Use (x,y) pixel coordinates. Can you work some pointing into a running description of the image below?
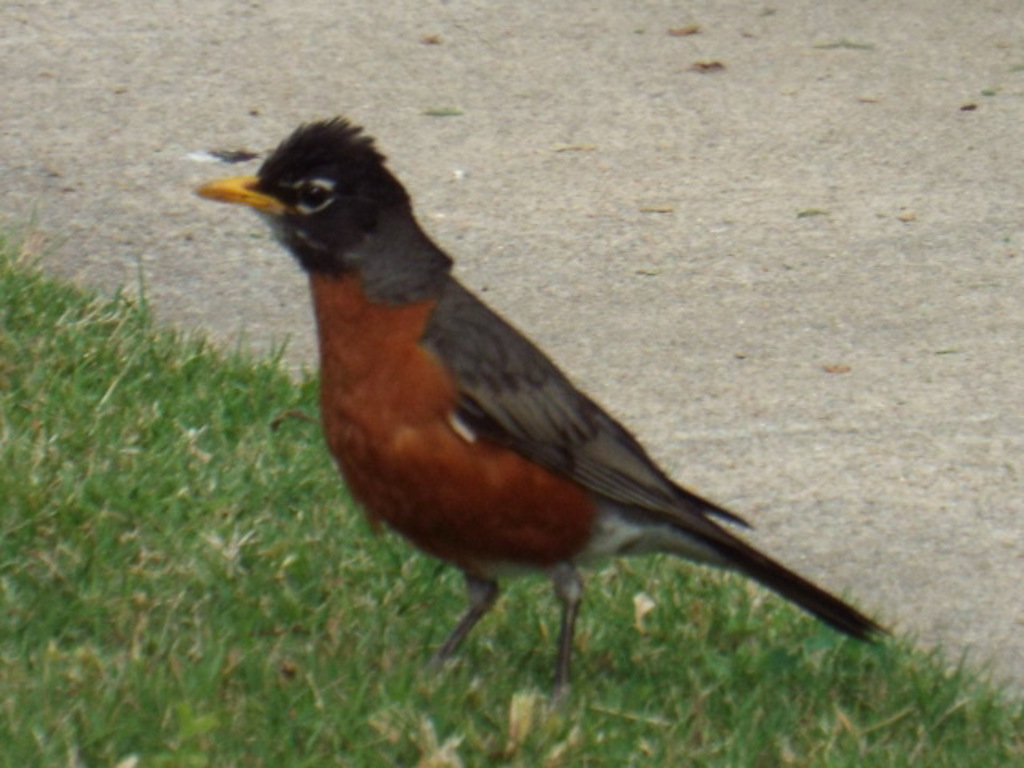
In this image we can see a bird (470,501) on the ground (447,615).
